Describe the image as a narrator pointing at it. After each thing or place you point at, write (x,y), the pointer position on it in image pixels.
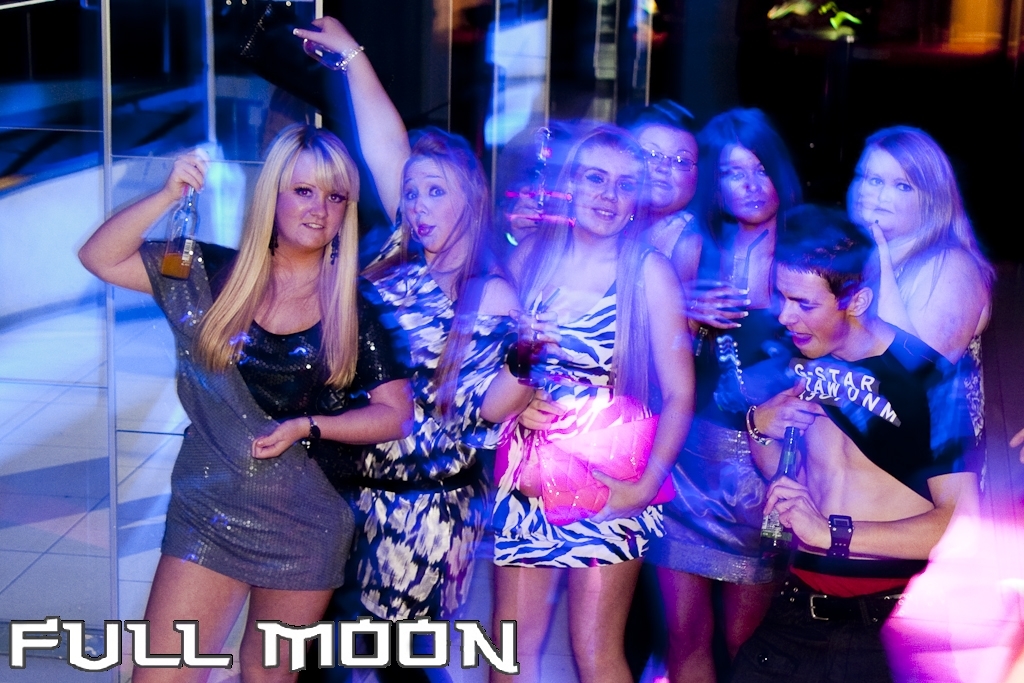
In the picture we can see some girls (917,281) and a boy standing and holding a wine bottles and under it we can see written as full moon.
